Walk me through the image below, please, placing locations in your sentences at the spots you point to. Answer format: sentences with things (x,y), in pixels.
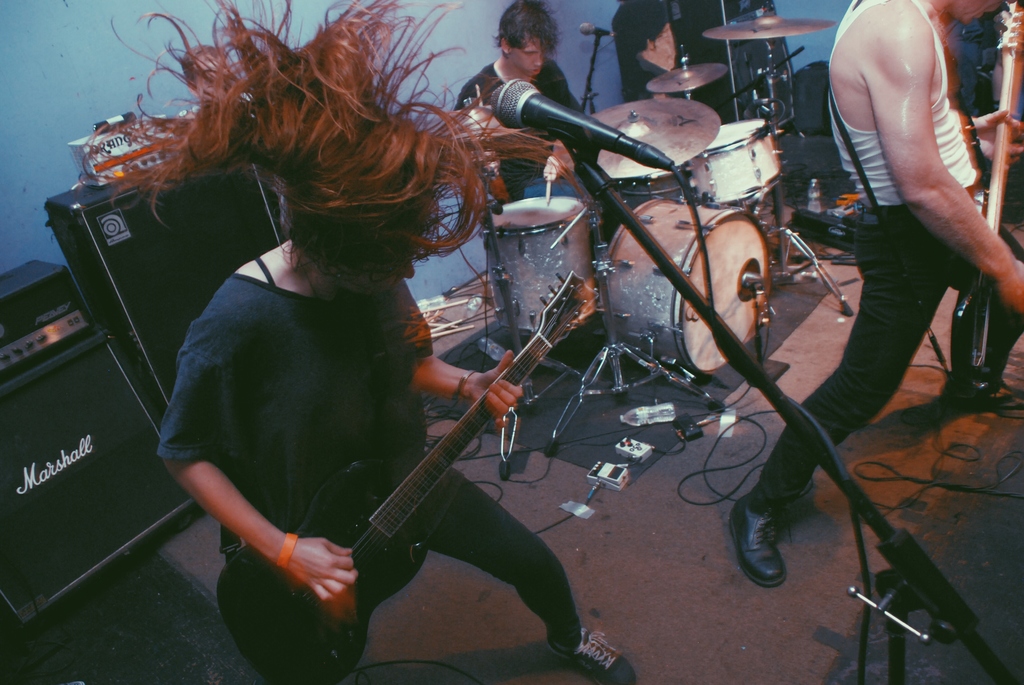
In this image I can see few people (519,11) playing musical instruments (558,237). I can also see a mic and few speakers (64,463).
